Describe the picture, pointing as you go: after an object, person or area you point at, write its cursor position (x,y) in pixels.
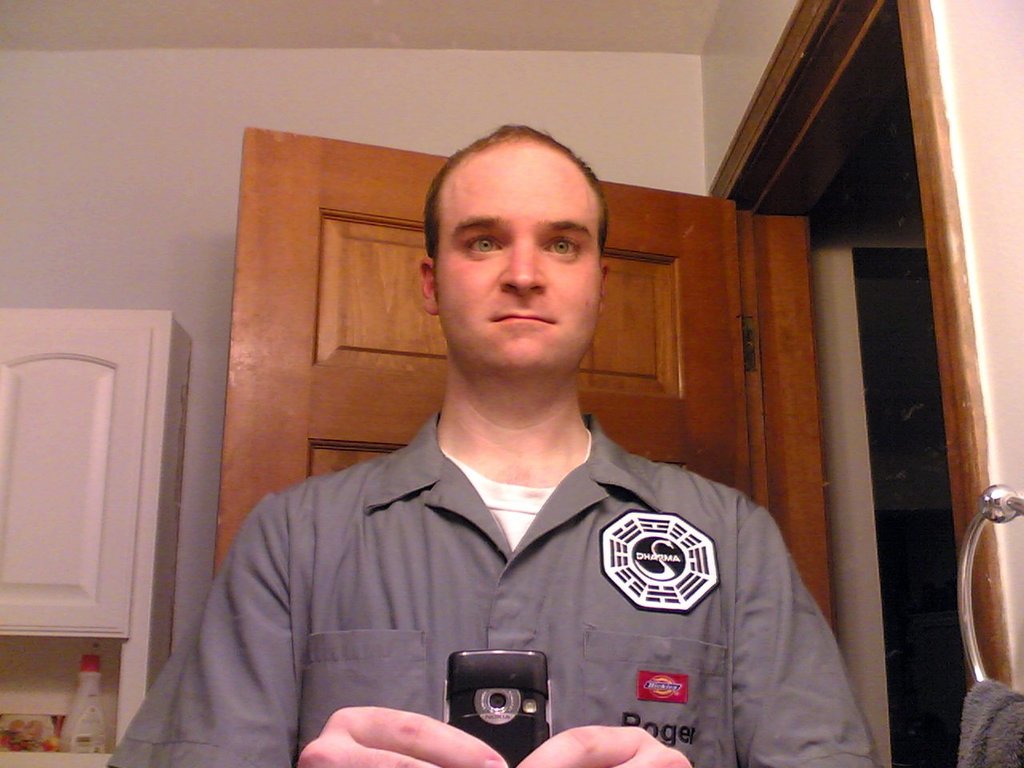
On the left side of the image (70,579) we can see cupboard (130,497) and an object (63,726) in the cupboard (135,646). In the middle of the image (525,345) we can see a person (451,365) is standing and holding a cell phone (444,702) in his hand (482,753) and taking a photograph and back of him we can see a door (291,342). On the right side of the image we can see a wall (1008,454), a hanger (967,552) and napkin (992,733).
